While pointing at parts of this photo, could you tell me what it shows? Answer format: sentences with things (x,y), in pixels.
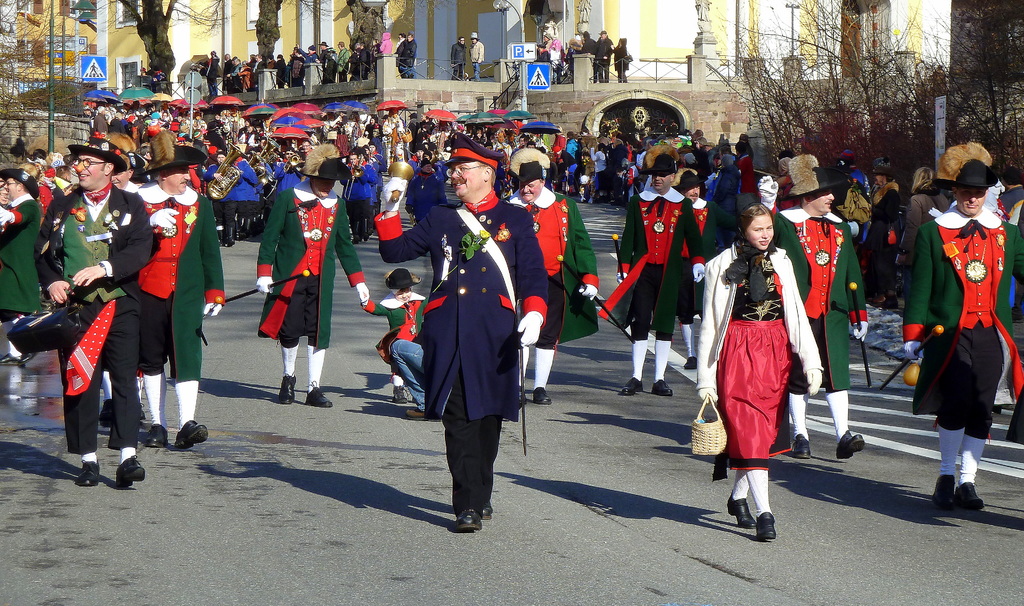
In the center of the image (558,314) we can see group of people (813,284) walking on the road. On the right side of the image (821,119) there are trees (836,132). On the left side (61,113) we can see wall (86,116) and trees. In the background (183,37) there is a building (68,24), persons (283,67), and trees (158,31).
